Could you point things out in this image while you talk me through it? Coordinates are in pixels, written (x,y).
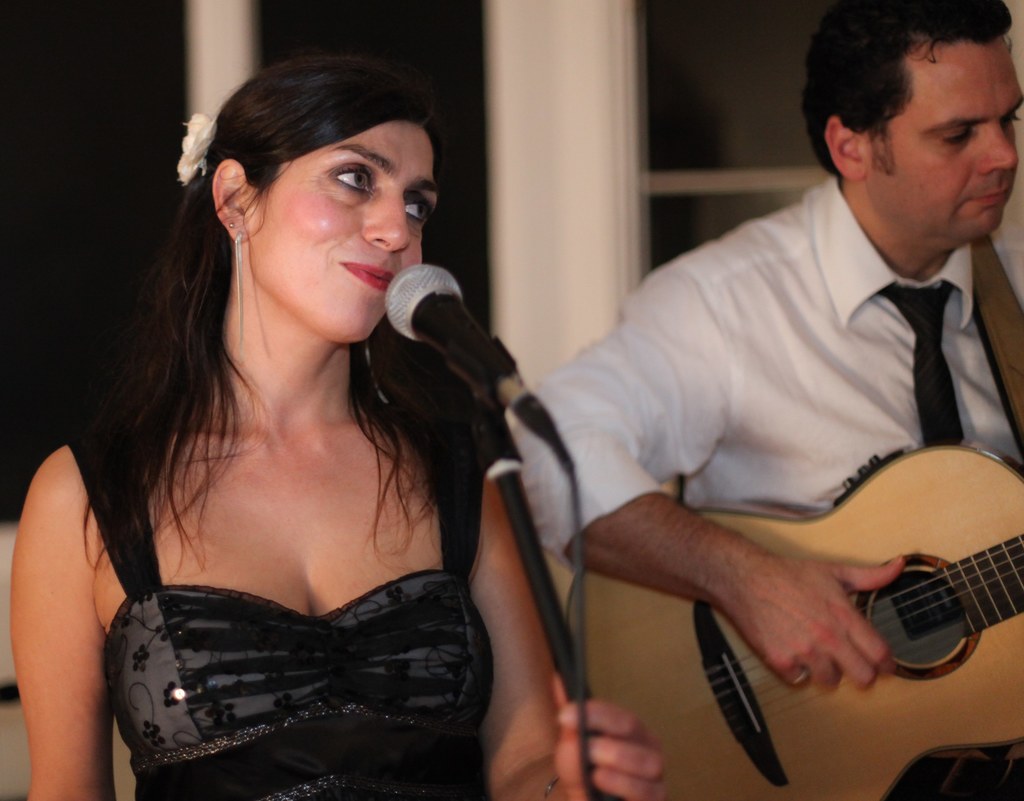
This picture shows a woman (378,255) speaking with the help of a microphone (405,281) and we see a man (970,94) playing guitar (696,800).
